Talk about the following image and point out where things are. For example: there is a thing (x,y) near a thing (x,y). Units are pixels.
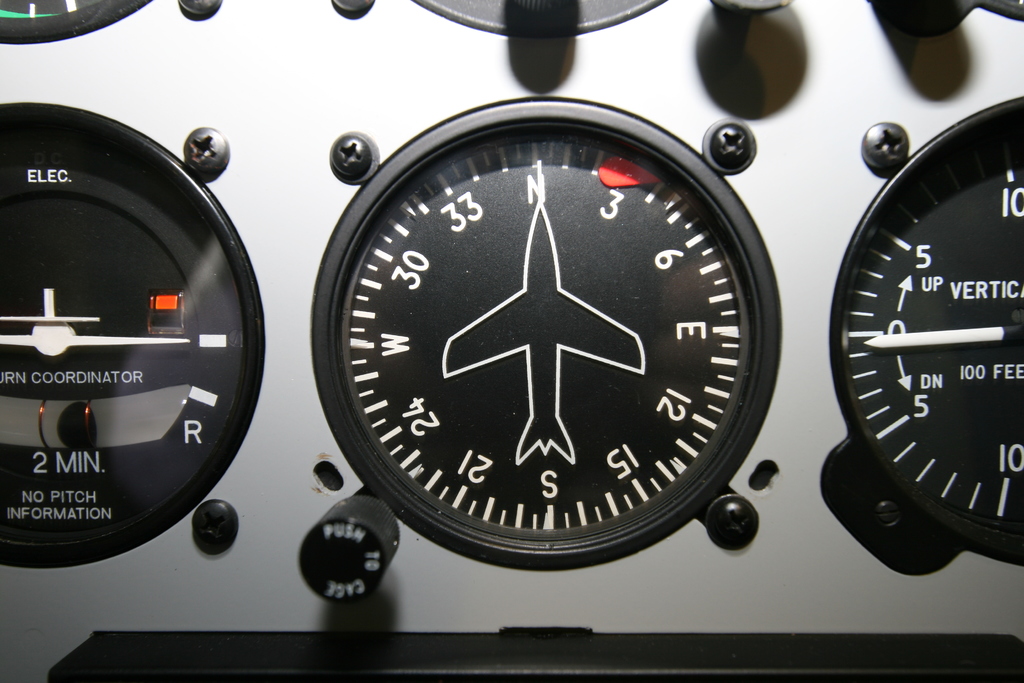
In the picture we can see some meters (565,346) and in one we can see a turn coordinator (67,355) and other we can see a direction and beside it, we can see another meter (1021,139) with some readings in it and a push button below the second meter (694,304).
